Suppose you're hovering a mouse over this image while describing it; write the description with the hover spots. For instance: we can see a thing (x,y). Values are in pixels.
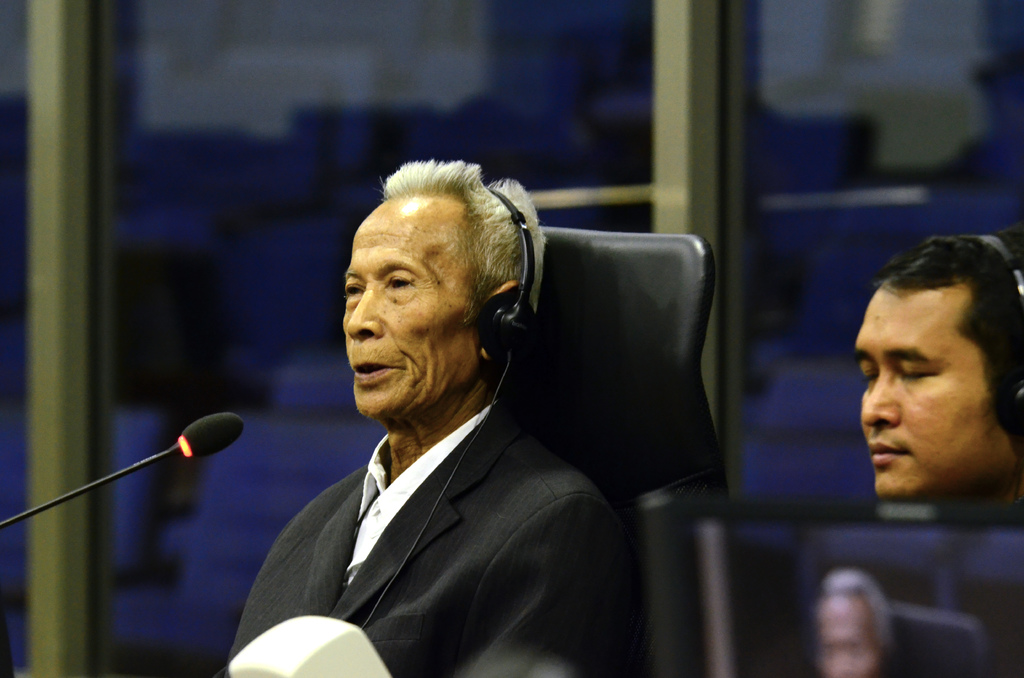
In the image we can see two men (871,419) wearing clothes (447,476) and headsets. This is a microphone (183,443), chair (653,365) and a glass window (604,192).
